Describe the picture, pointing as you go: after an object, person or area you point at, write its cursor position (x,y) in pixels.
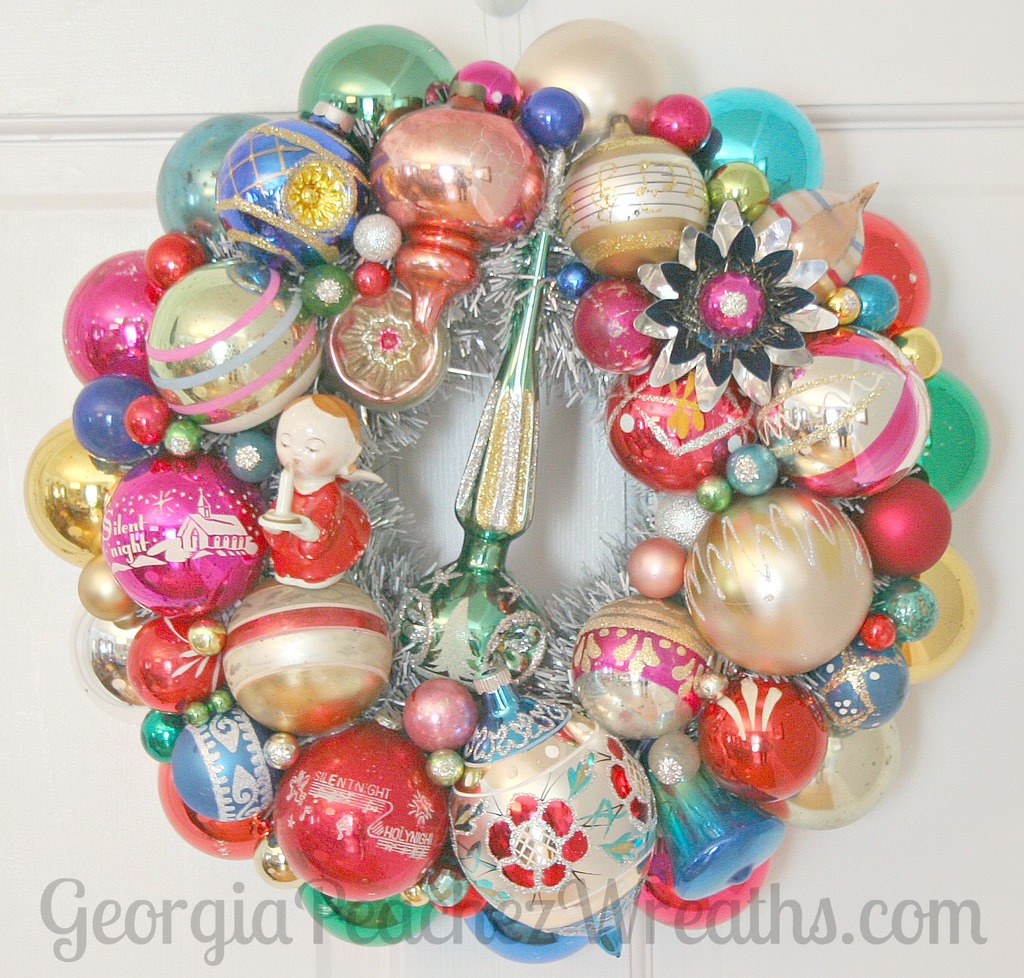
In this picture we can see a few decorative objects (802,600) and a toy (334,520) on a white surface (51,871). There is a text (417,939) visible at the bottom of the picture (544,935).
